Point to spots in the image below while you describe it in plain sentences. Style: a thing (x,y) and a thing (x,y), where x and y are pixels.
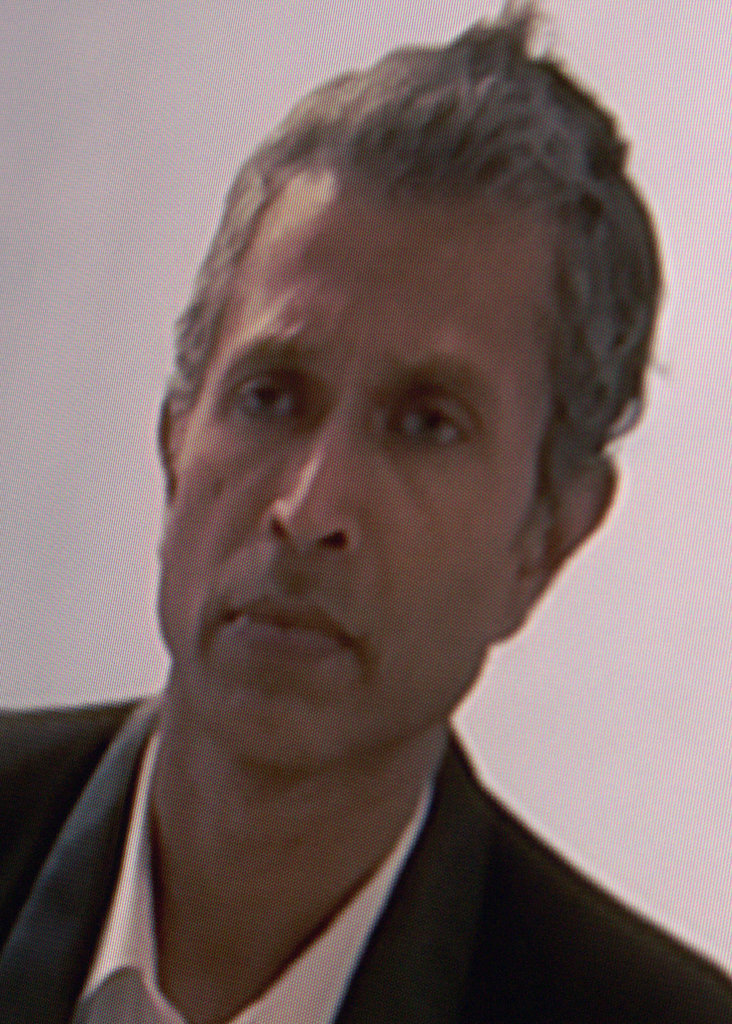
In this picture, we see a man (376,701) is wearing the white shirt (114,968) and the black blazer (75,770). He is looking at something. In the background (76,157), it is white in color and it might be a wall (633,837). This might be an edited image.
